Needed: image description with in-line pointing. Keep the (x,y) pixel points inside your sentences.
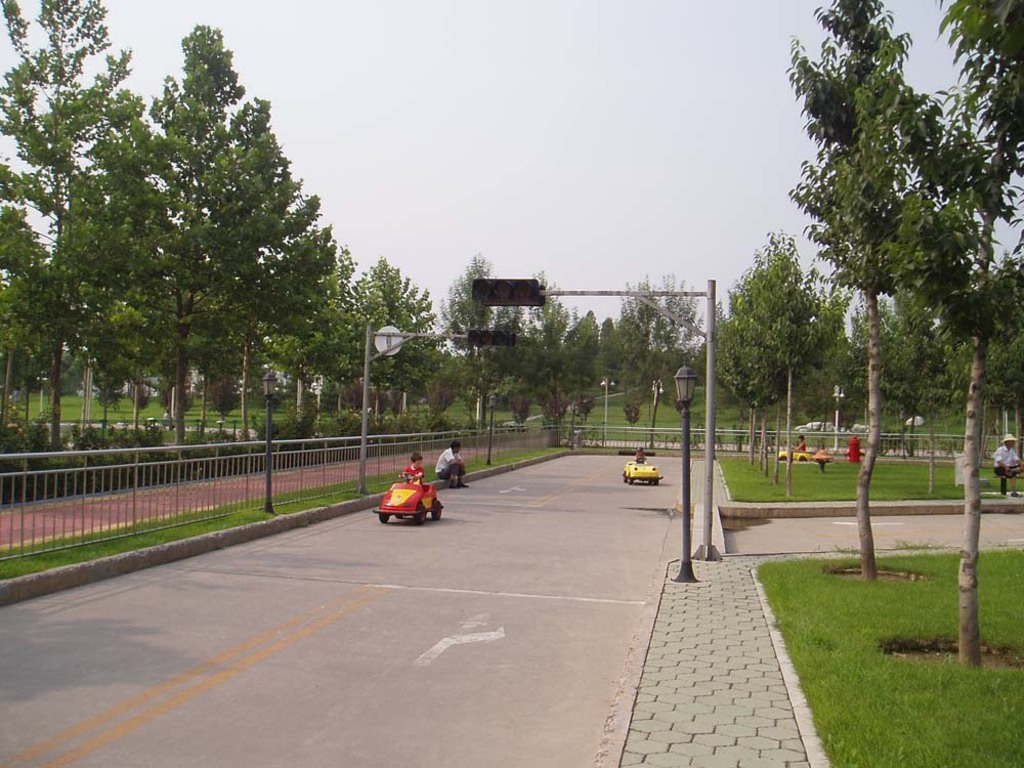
In this image I see the road (572,483) and I see the grass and I see toy cars (383,500) on which there are children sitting on it and I see poles (709,511) on which there are traffic signals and I can also see light poles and I see few people (1013,492). In the background (566,15) I see the trees (160,143), plants (228,409) and the sky (672,12).
